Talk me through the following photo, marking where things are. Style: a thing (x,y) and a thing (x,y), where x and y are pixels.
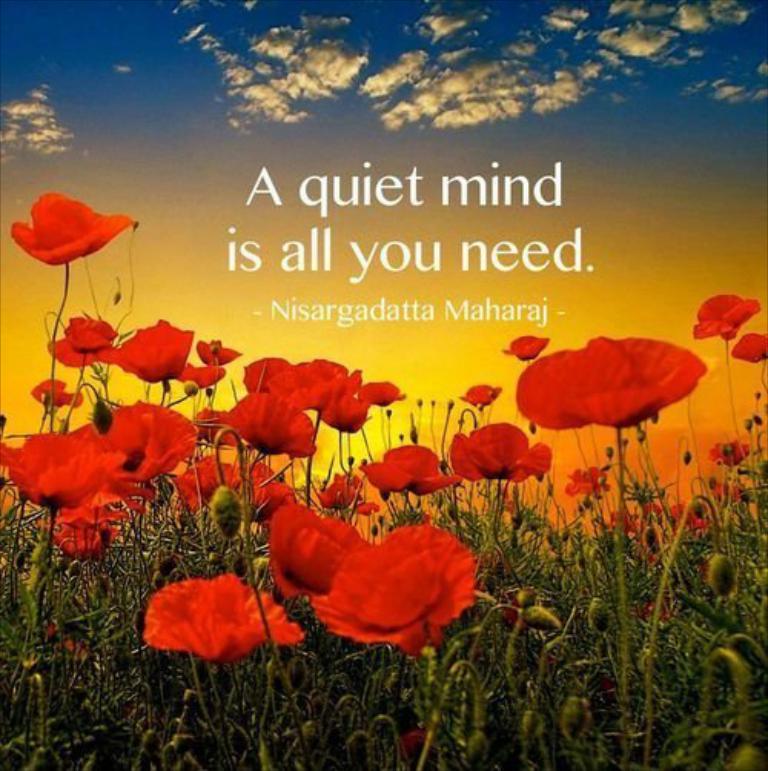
This picture shows poster (102,249) we see flowers (228,603) to the plants (512,726) and we see a blue cloudy sky (411,139) and text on it and we see flowers (319,386) are red in color.
